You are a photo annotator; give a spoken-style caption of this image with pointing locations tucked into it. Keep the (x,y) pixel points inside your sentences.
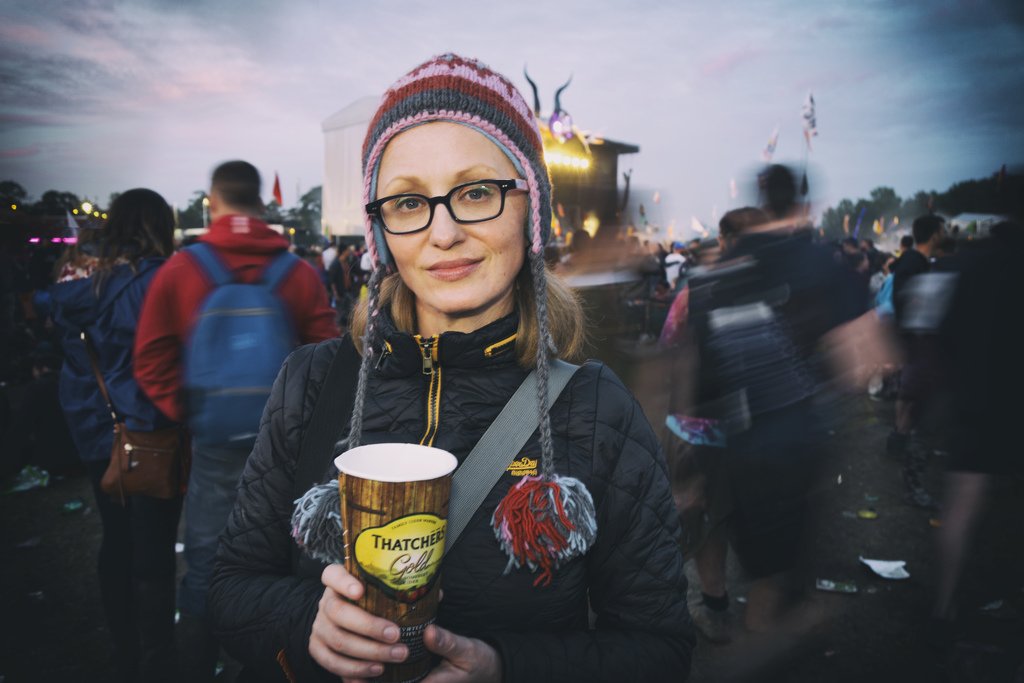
In front of the picture, we see the woman (480,337) in the black jacket (472,428) is standing. She is wearing the spectacles (487,190) and she is smiling. She is holding the glass (366,518) in her hands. Behind her, we see many people (679,264) are standing. In the background (602,220), we see the building (331,210), trees (295,228), poles (207,212) and flags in white and red color. At the top (163,97), we see the sky (777,117). This picture is blurred in the background (633,285).
